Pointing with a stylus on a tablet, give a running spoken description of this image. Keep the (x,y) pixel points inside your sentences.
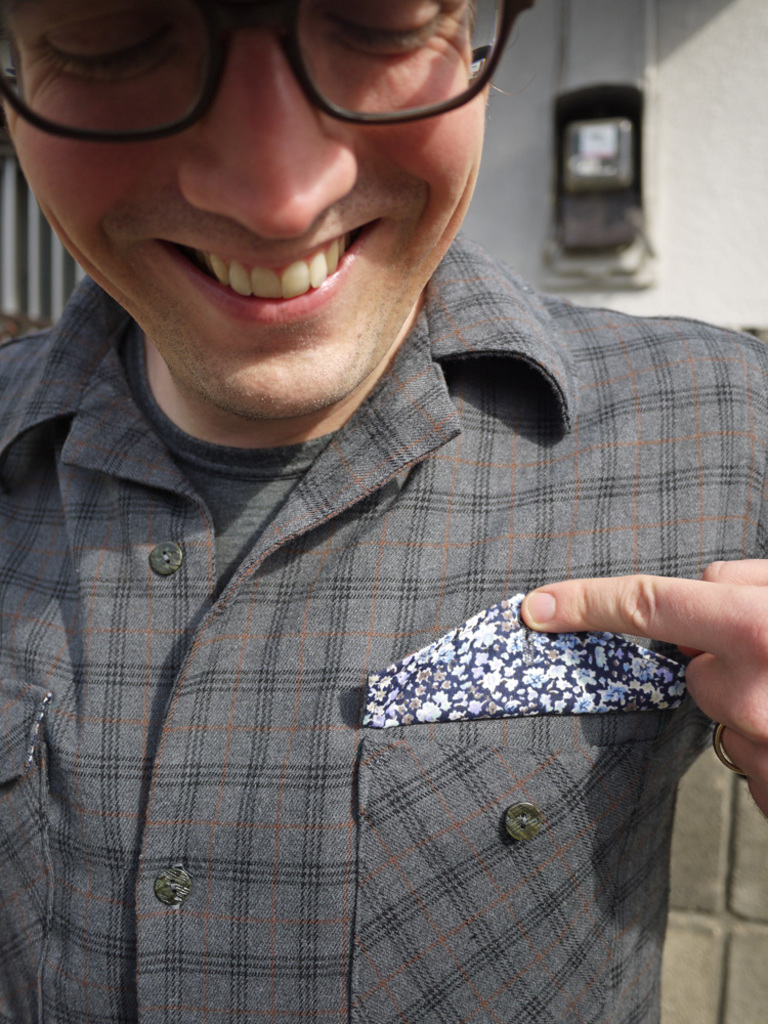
In this image I can see the person (346,443) is smiling and wearing ash color dress (583,764). Background I can see few objects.
